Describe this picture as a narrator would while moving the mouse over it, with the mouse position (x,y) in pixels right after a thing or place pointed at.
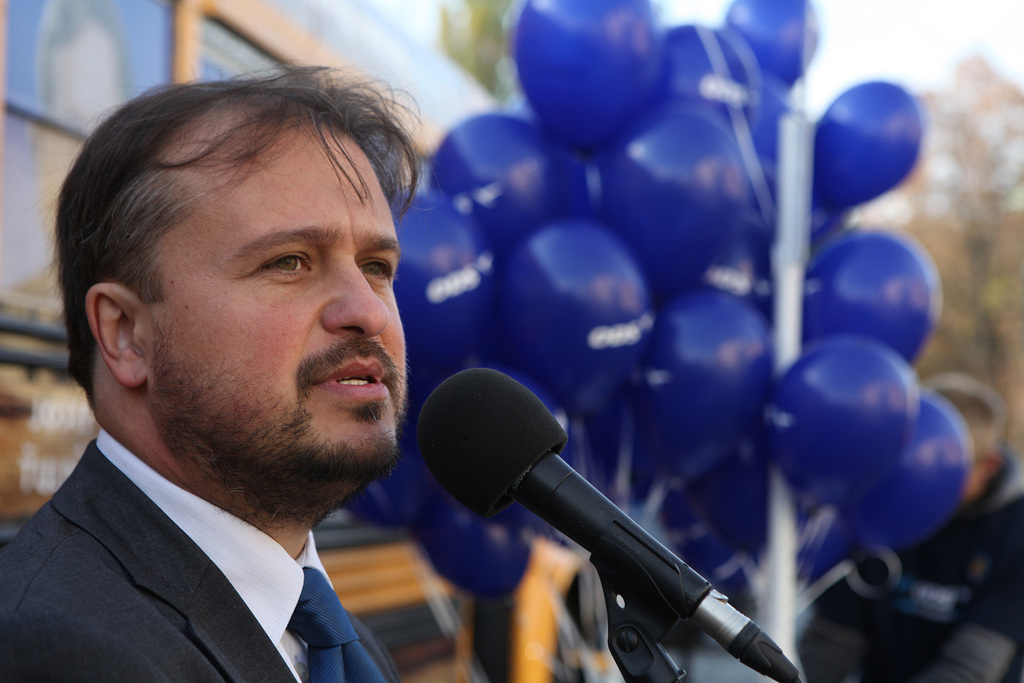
This picture shows a man (166,491) standing and speaking with the help of a microphone (489,465). We see few trees (1017,273) and violet color balloons (708,274) to the pole (790,566).
